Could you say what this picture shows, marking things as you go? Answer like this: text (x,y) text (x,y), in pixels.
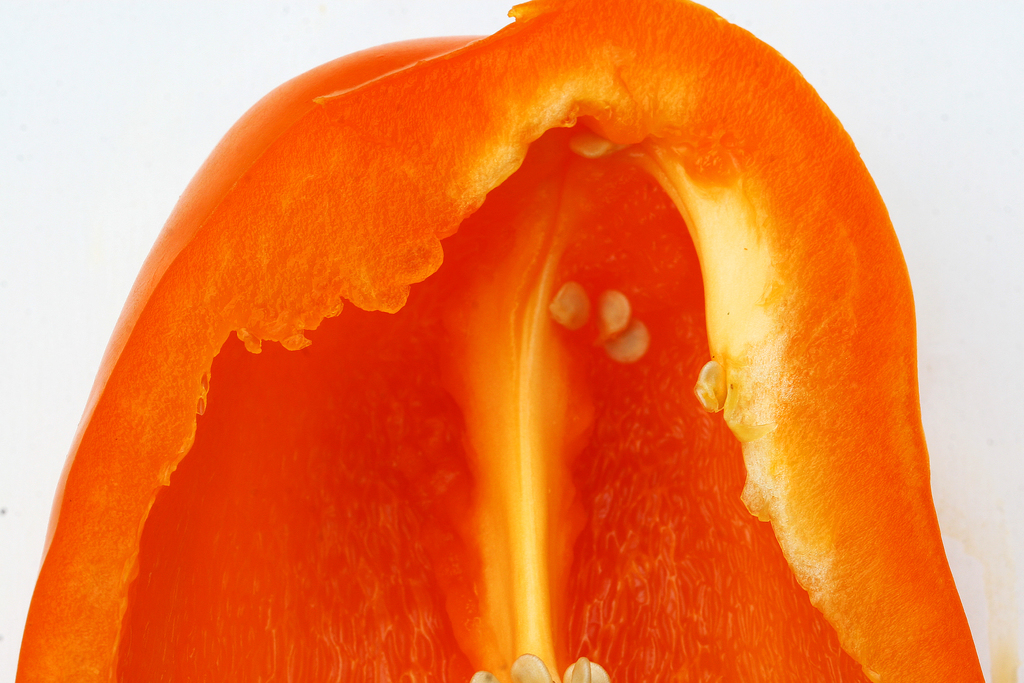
This image consists of a piece of red bell pepper (383,564). The background is in white color.
